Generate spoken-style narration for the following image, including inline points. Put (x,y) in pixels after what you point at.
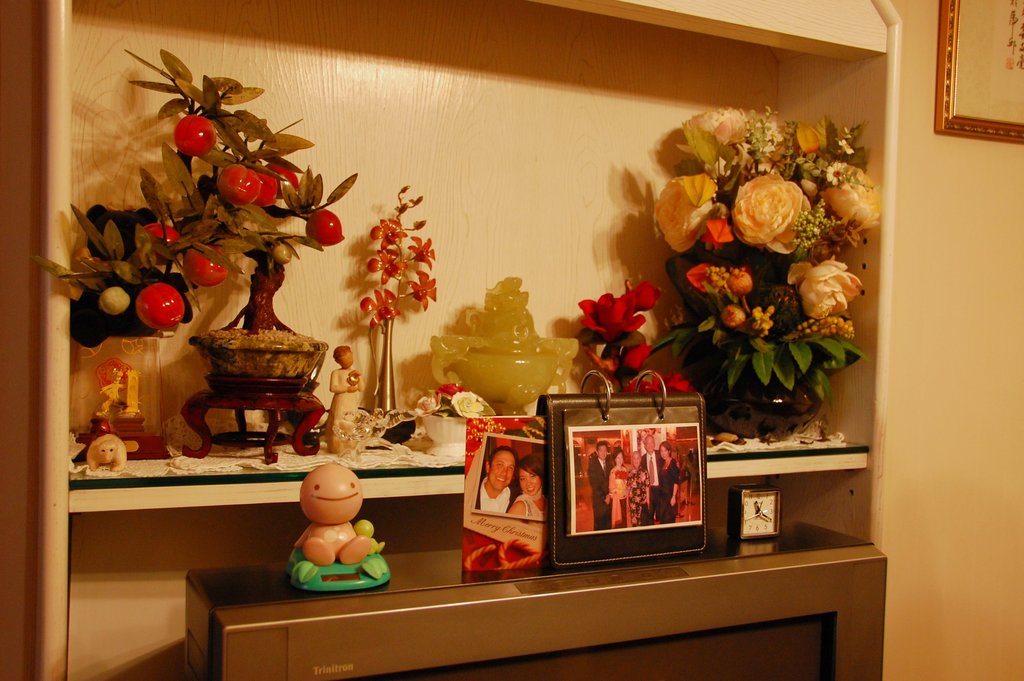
In this picture we can see a television (333,610) with a toy (323,528), photo frames (694,509), clock (751,508) on it and on a rack (272,506) we can see some toys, pots (564,354), flowers (765,355), tree (238,229), fruits (232,178) and in the background (936,192) we can see a frame (946,17) on the wall (911,360).
